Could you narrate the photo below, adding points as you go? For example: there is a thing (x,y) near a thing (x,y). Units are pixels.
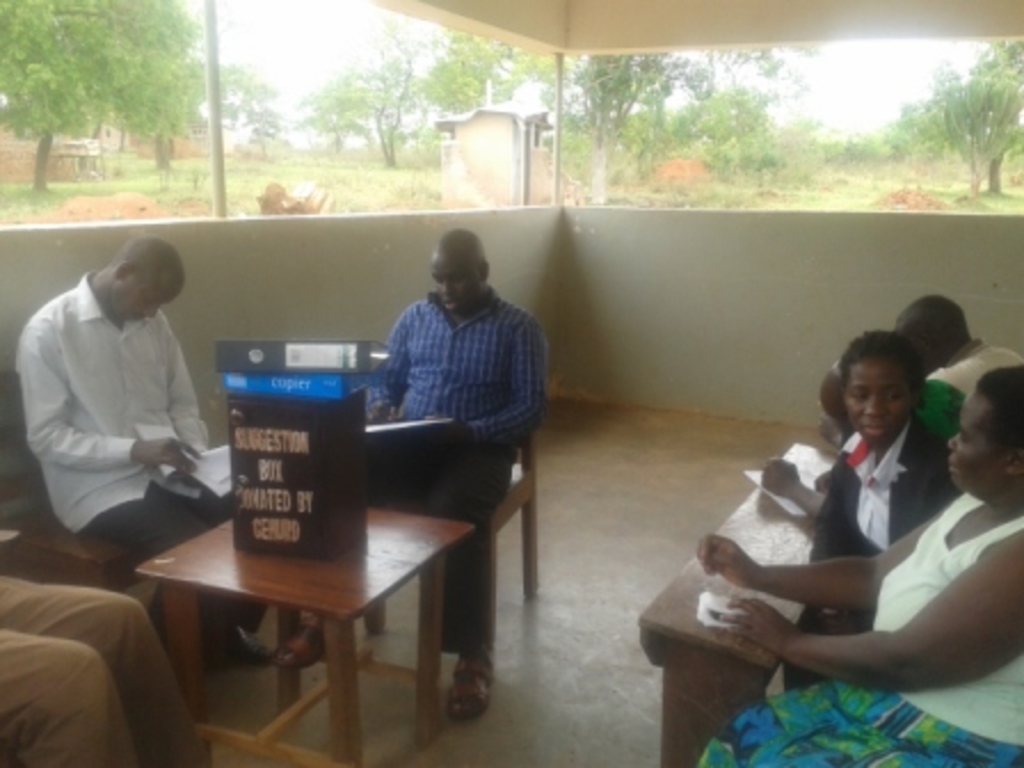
In this picture there are a group of people (452,416) sitting, on the right side (896,453) there are three women (879,405) sitting they have a bench (683,660) in front of them and on the left side (133,373) there are three men (131,382) sitting there is a table (207,536) in front of them there are two files (223,378) and a box (320,507) kept on the table (325,580) in the back (721,291) there is a wall (779,279) there is a pole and grass (36,192) and sky (346,38) is clear.
